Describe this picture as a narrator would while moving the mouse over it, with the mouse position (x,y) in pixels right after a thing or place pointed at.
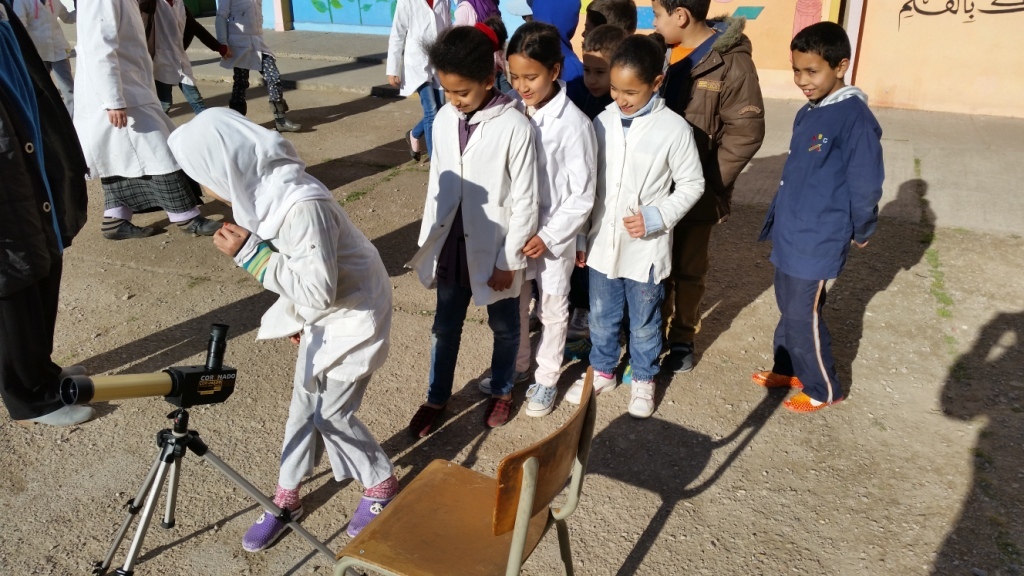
In this picture there are many kids (435,228) standing. They are wearing white color apron (603,188) and shoes (530,390). In the bottom (539,532) there is a chair (440,506). And to the left bottom (179,402) there is a telescope (183,389). To the left side (10,268) corner we can see a person (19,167) standing. And in the background (943,130) there is a footpath (932,141) and wall (880,32).
